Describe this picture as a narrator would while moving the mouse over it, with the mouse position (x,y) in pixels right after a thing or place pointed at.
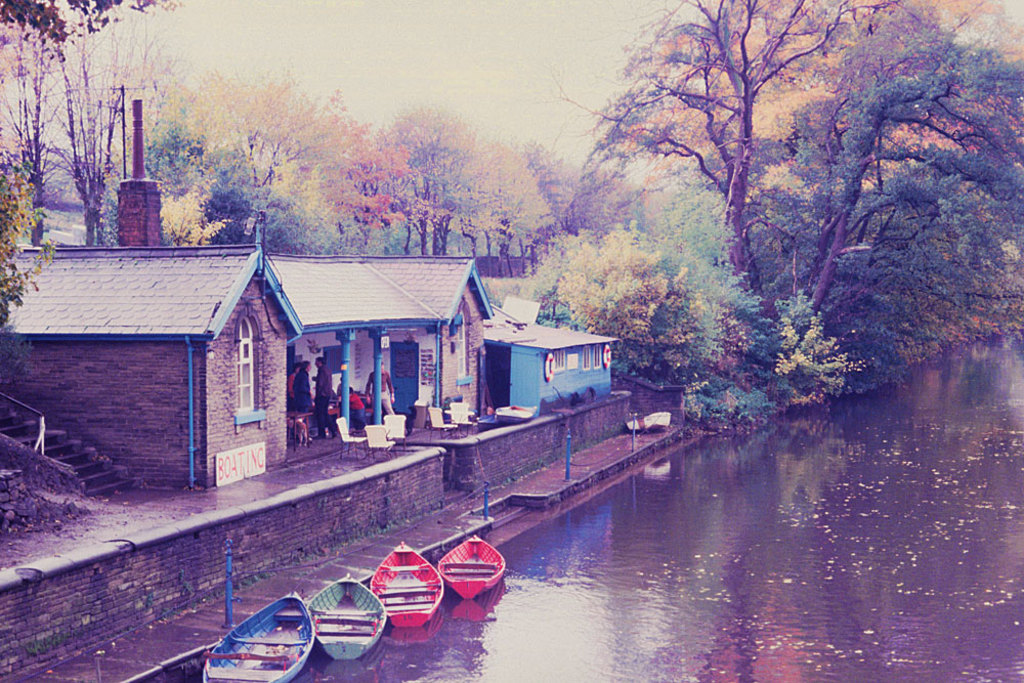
At the bottom of the image (752,520) there is a lake (840,527) and we can see boats (368,636) in the lake (587,640). On the left (205,461) there are sheds (323,351) and we can see people (301,405) standing in the sheds (361,383). In the background (86,206) there are trees (460,156) and sky (437,70).
